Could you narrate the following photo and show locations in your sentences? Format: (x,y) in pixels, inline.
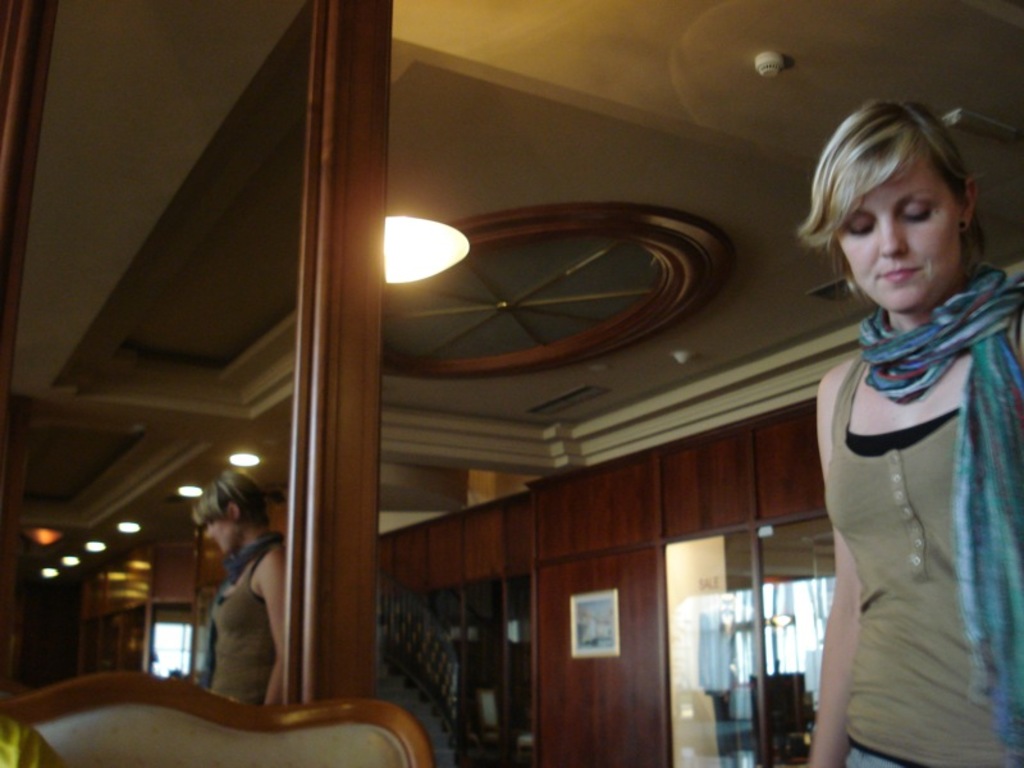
In this picture I can see a woman (1004,716) in front (990,621) and I see that she is standing on the left side of this image (155,200) I can see the mirror (125,412), on which I can see the reflection (237,550) of her and I can see the lights (70,560). In the background (658,457) I can see the wall (614,519) on which there is a photo frame (584,626) and on the top of this picture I can see another light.
